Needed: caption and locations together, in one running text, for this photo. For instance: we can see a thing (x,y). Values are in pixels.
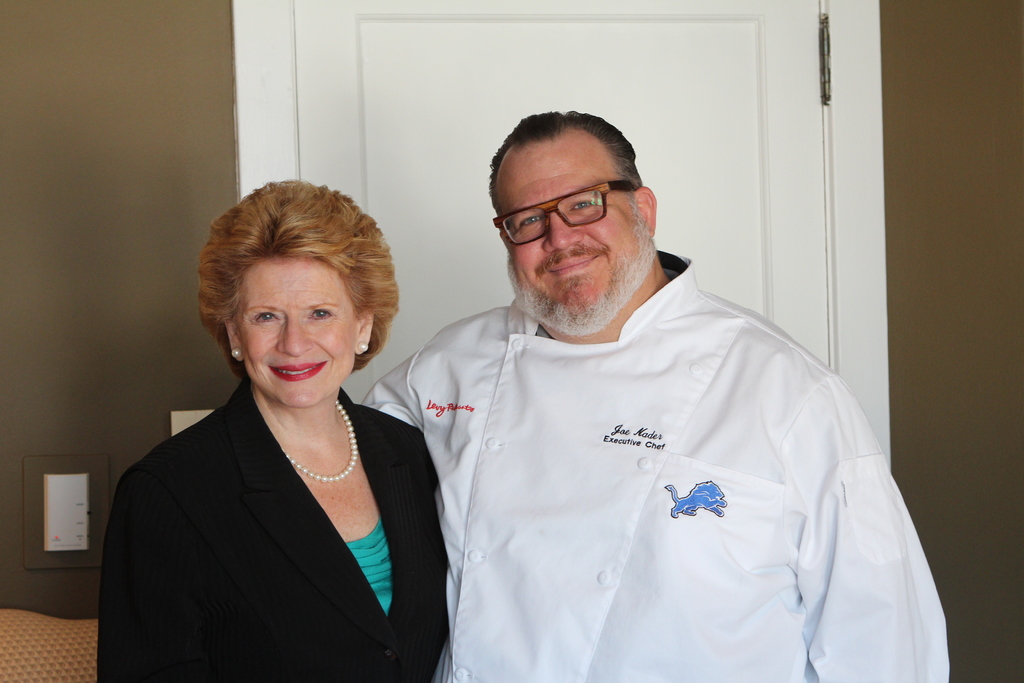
In this image there is one man (423,385) and woman (380,463), and in the background (580,65) there is door (405,127), wall (109,192) and some objects (40,634).
